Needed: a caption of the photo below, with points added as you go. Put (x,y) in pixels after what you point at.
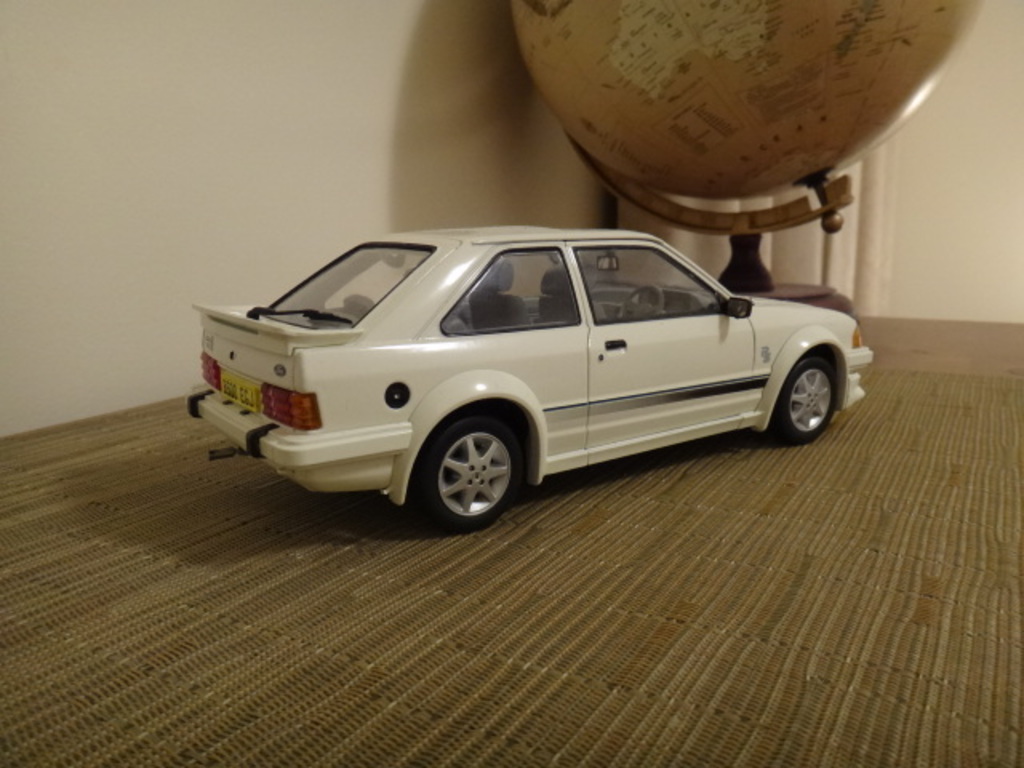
There is a toy car (562,336) kept on the table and behind the car (559,352) there is a globe (691,132), in the background (292,35) there is a wall (369,201).
